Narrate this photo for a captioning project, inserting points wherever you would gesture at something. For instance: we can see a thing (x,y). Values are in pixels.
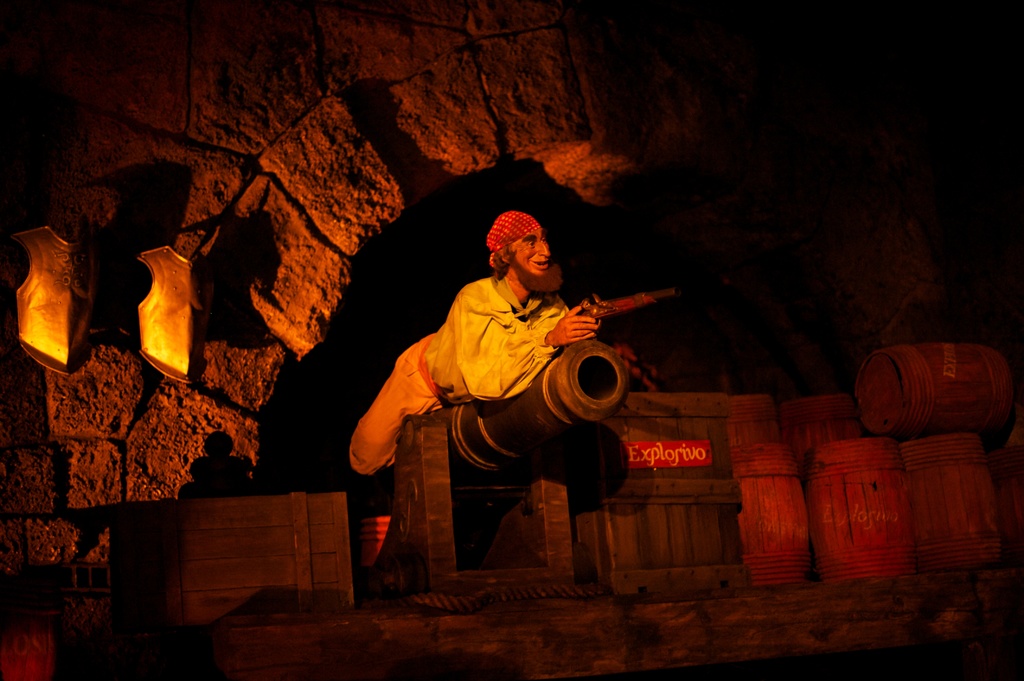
In this image I can see a person (569,309) is holding some object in hand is lying on a weapon (605,394), cannon boxes (602,491) and I can see wooden boxes (673,589) on the floor (947,607). In the background (338,113) I can see a stone wall (513,149) and lights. This image is taken may be during night.
